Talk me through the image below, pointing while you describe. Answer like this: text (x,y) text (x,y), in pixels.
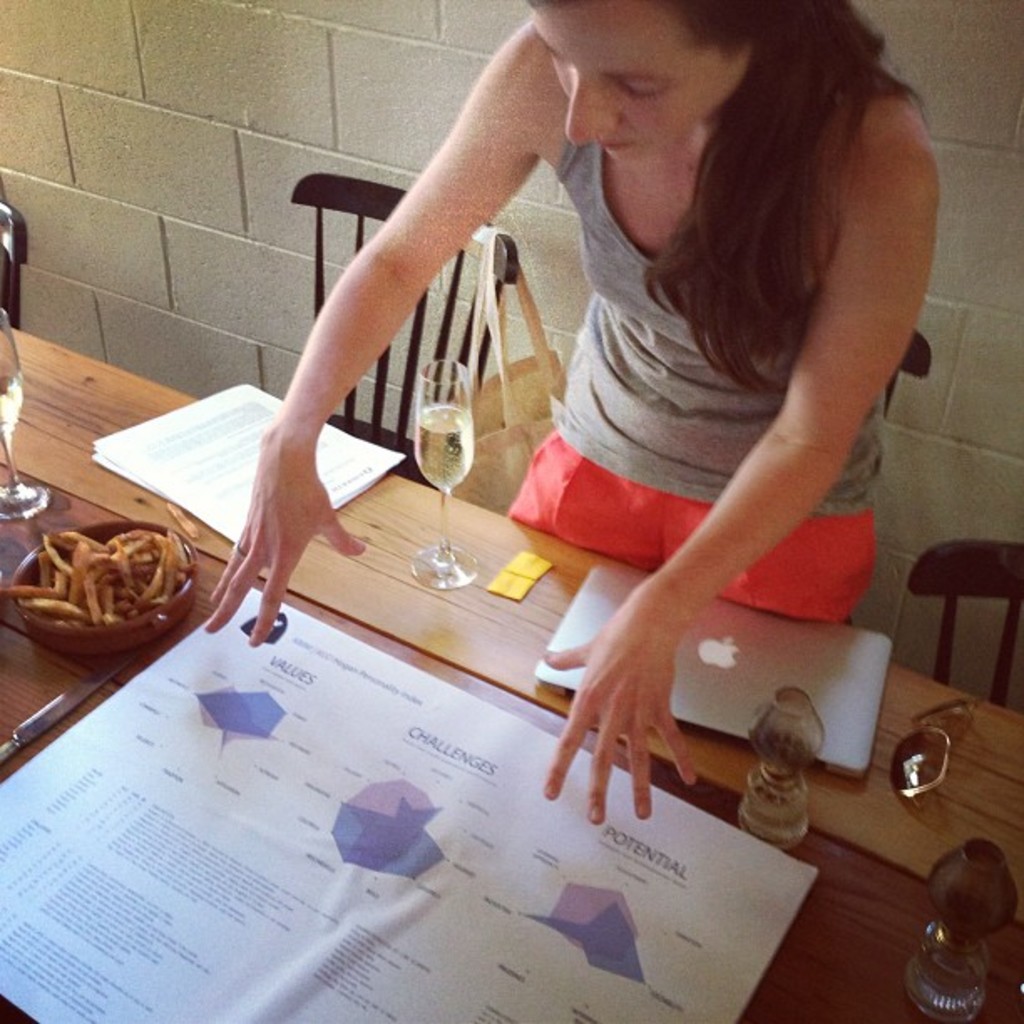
In this picture there is a woman (808,112) standing, she is looking at the poster (373,814) kept on the table (465,593) and there are some papers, laptop (712,633), a wine glass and some food (117,615) in the bowl (139,609).
